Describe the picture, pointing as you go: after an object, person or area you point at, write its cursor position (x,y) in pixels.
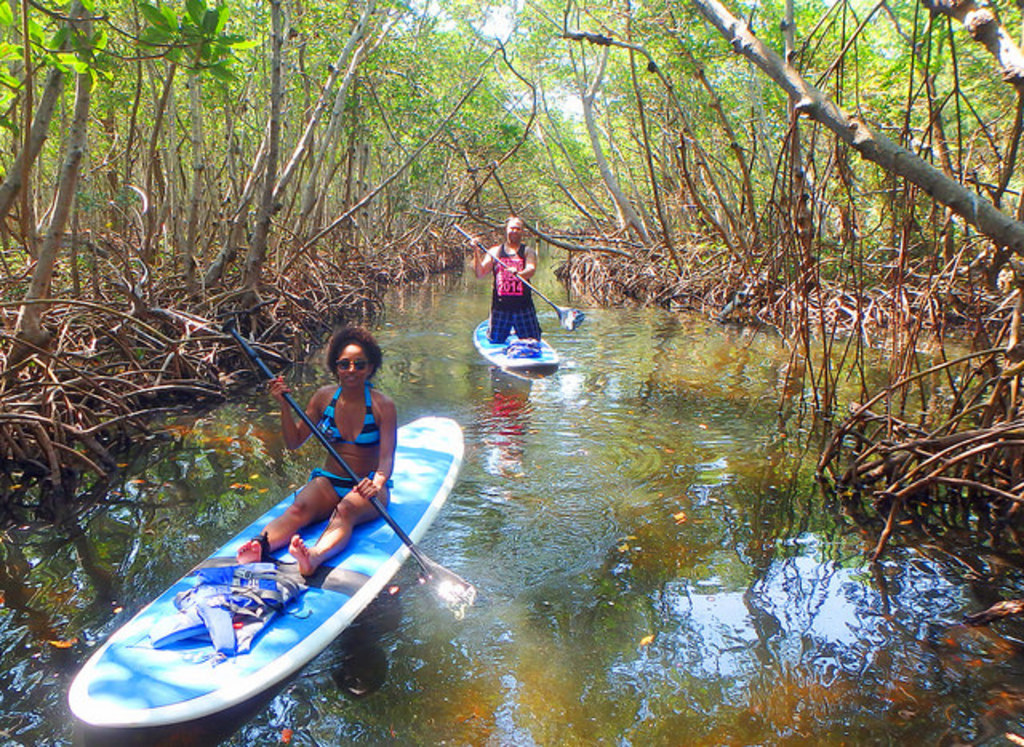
There are two people (361,515) on paddleboards (371,585) and holding paddles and we can see water (630,475) and trees (636,116). In the background of the image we can see the sky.
